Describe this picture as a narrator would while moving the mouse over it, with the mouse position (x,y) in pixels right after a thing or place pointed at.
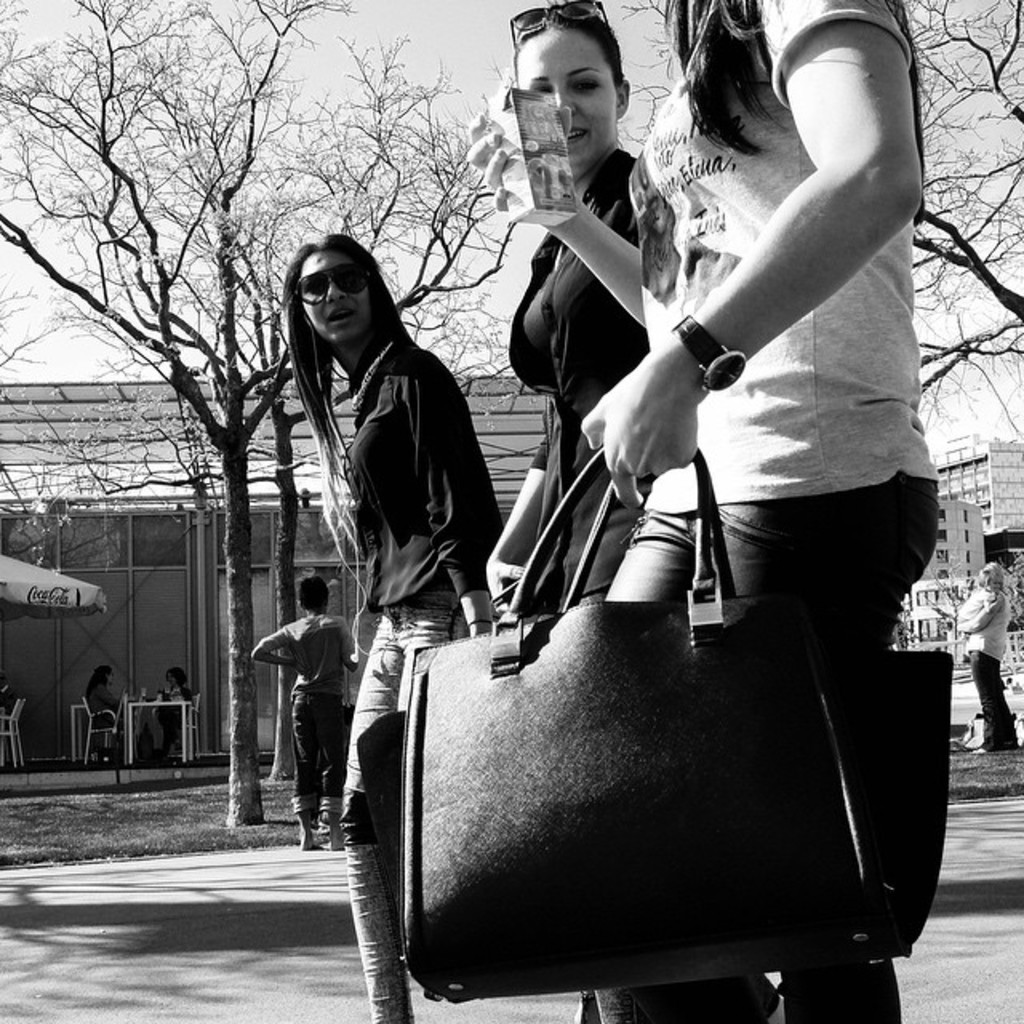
In this picture we can see three women (608,313) standing carrying their bags (804,655) and middle one (586,79) is smiling and in background (203,511) we can see house (204,604) with some more persons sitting on chairs (197,702), buildings (957,465), trees (234,139).
